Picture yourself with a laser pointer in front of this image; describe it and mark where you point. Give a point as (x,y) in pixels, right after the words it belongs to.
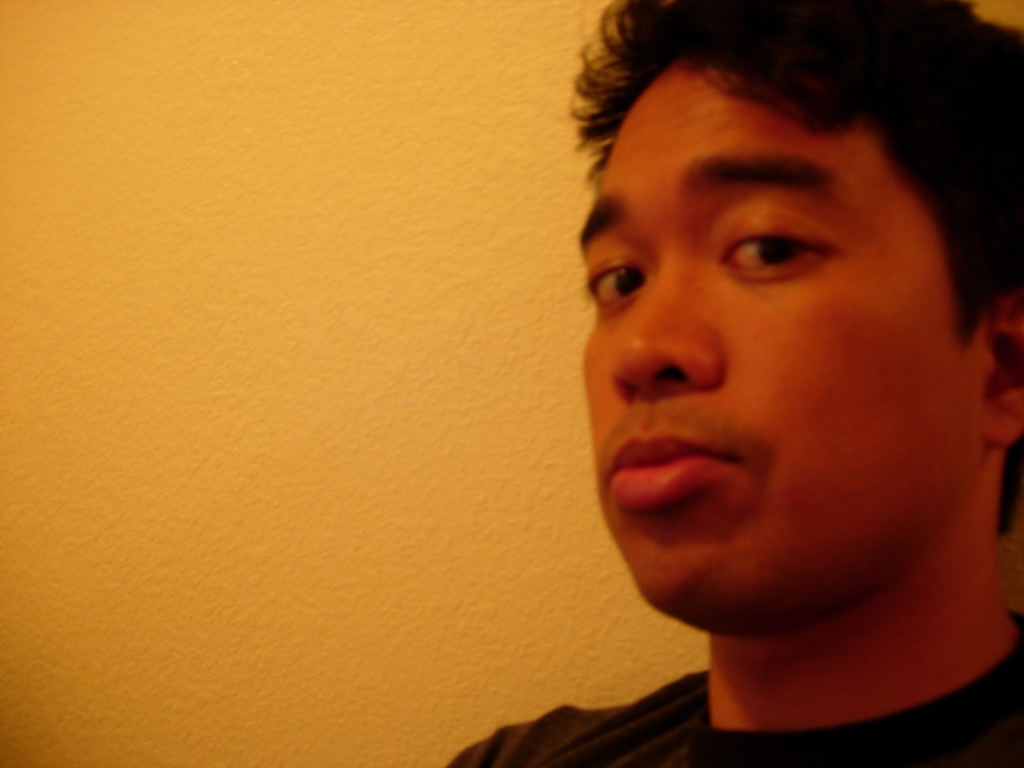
In this picture we can see a man (657,510) and in the background (458,289) we can see the wall (349,255).
